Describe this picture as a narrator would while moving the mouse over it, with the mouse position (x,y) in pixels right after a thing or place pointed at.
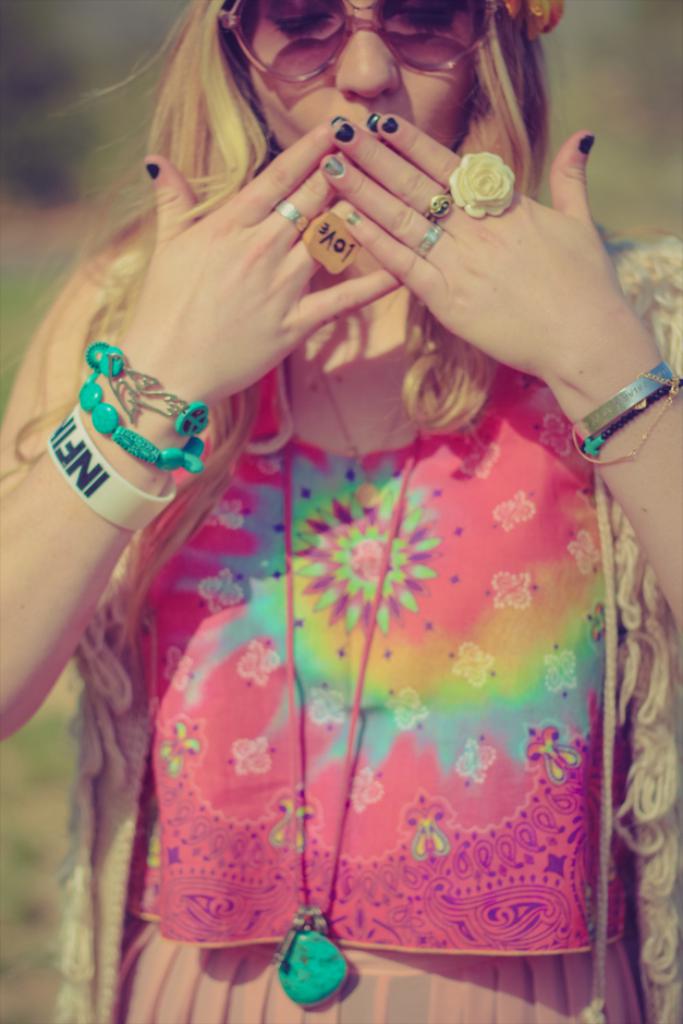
In this image we can see a woman (201,957) wearing glasses (286,1), ornaments (188,467) and dress (404,976) is standing here. The background of the image (660,13) is blurred.
